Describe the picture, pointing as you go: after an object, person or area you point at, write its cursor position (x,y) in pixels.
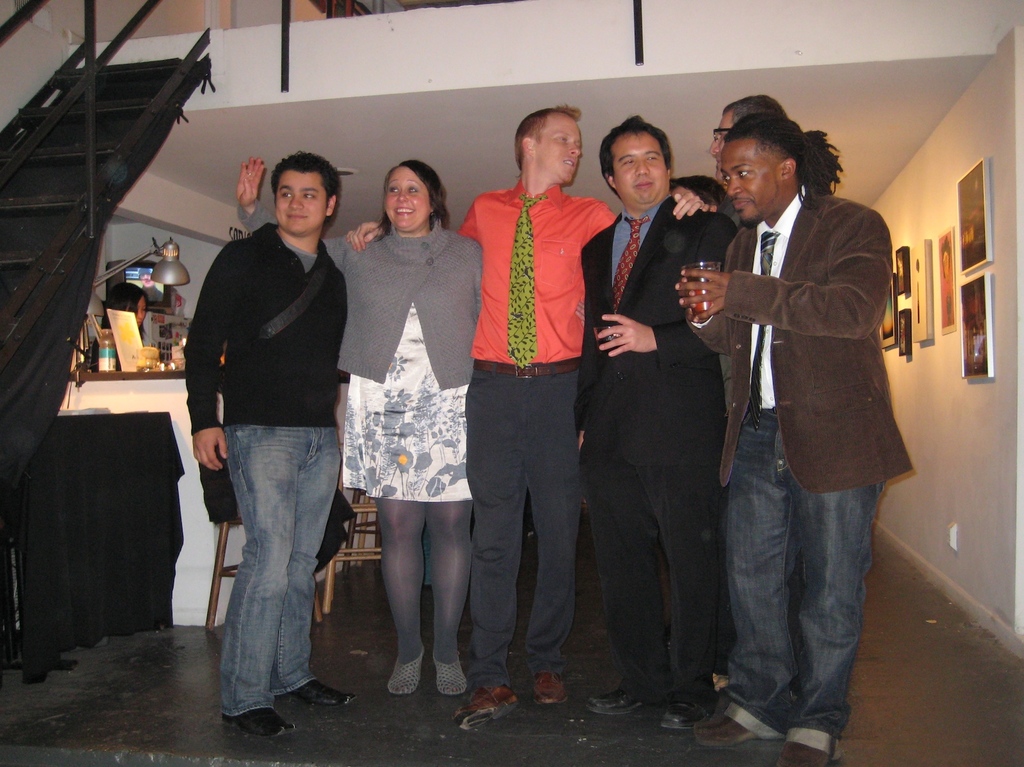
In this picture I can see few people (407,319) who are standing in front (452,376) and the man (823,206) on the right (809,313) is holding a glass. On the left side of this picture (124,76) I can see the steps (124,76). On the right side of this picture (969,553) I can see the wall (996,288) on which there few photo frames (950,304). In the background (173,359) I can see a lamp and other few things (170,360).
